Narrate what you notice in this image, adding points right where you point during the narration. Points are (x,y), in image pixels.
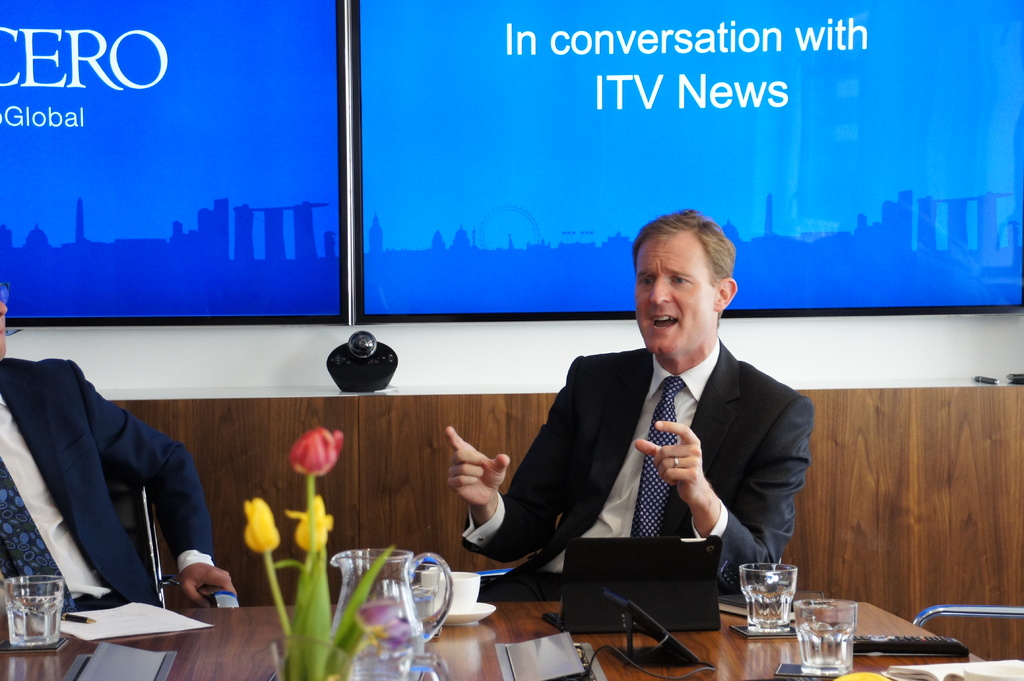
In this picture, we see two men (21,499) are sitting on the chairs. The man (642,532) in the middle (584,375) is talking something. In front of them, we see a table (241,635) on which glass jar (350,581), glasses (763,615), flower vase (301,660), cup (441,577), saucer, paper (157,614), pen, remote (857,654) and a book (911,668) are placed. Behind them, we see a wooden wall (403,425) and a wall (457,364) in white color. At the top (362,117), we see the boards (435,178) or banners (366,188) in blue color with some text (25,61) written on it. This picture might be clicked in the conference hall (588,302).
